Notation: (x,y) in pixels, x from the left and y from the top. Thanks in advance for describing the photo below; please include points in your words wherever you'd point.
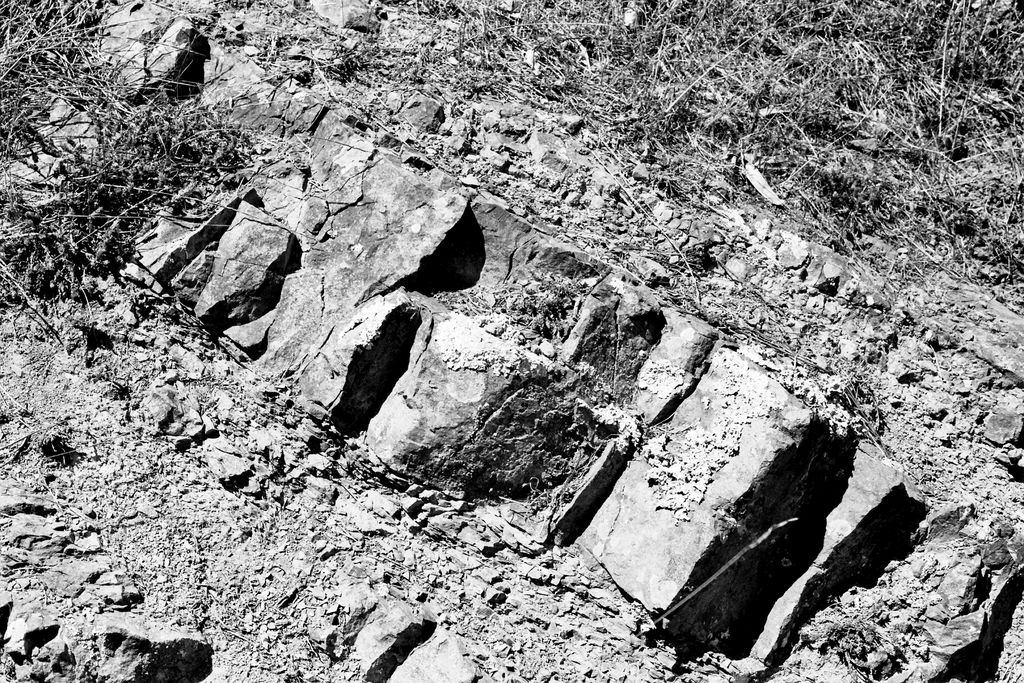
This is the picture of a land (702,522). In this image there are stones (845,587) and there is mud (259,438) and there are plants (624,155).
